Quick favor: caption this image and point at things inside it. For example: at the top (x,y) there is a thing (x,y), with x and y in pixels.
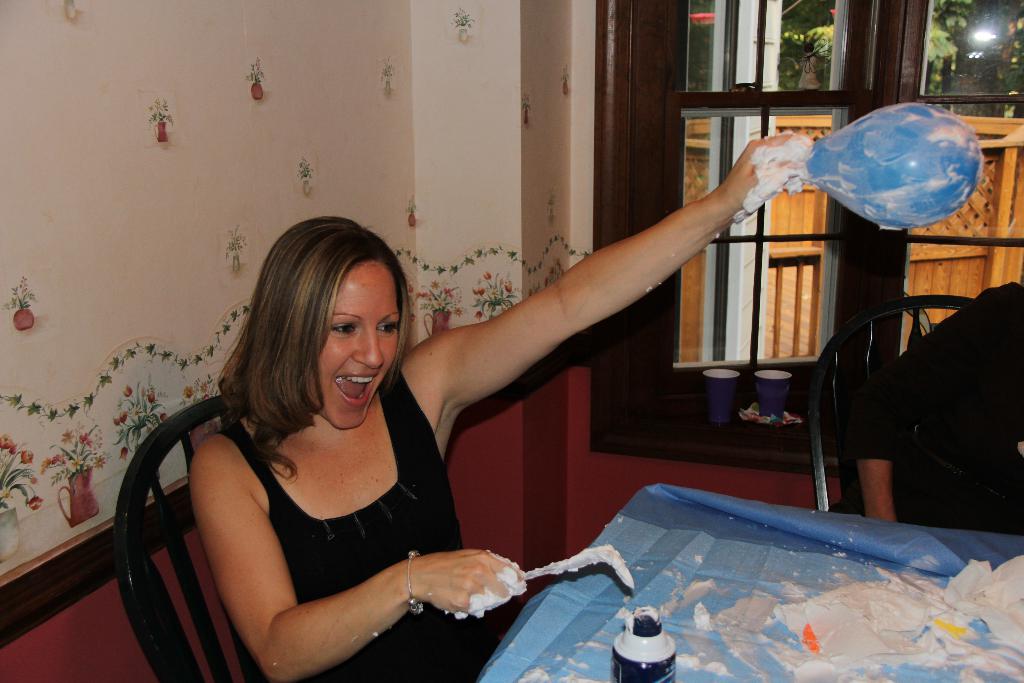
On the background (620,99) we can see a window (958,30) and a decorative wall (323,209). Here we can see one women (469,552) sitting on a chair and she is holding a balloon (856,167) in her hand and on the table (619,616) we can see a bottle (647,653).
